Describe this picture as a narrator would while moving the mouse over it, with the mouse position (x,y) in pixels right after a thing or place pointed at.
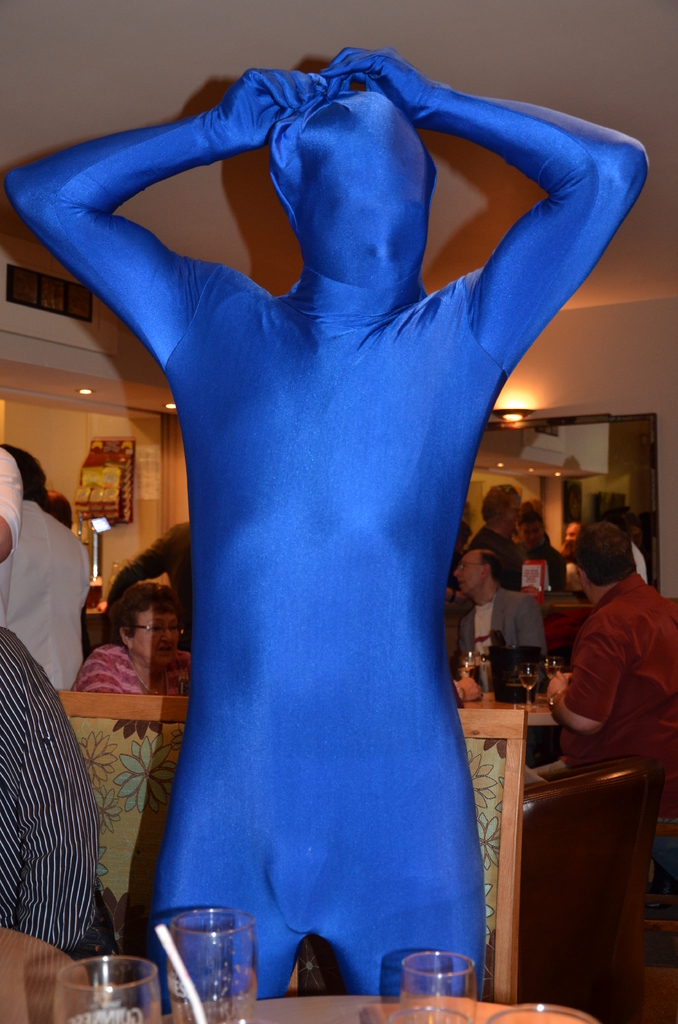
In this picture we can see a group of people (419,614) where some are sitting and some are standing here man (274,639) in front (295,798) wore blue color mask (207,423) and in front of him we can see table (512,1023) and on table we have glasses (225,976), and in background (71,437) we can see wall (109,430), lights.
